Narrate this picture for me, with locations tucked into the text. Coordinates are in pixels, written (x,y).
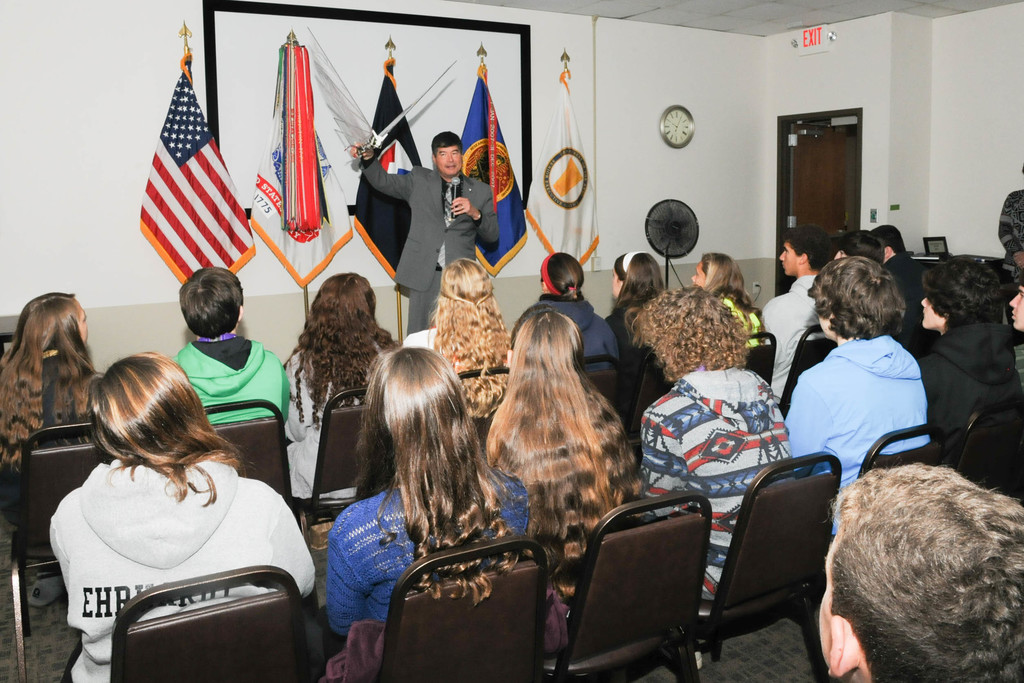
In this picture I can see group of people (470,507) sitting on the chairs (318,452), there is a person (460,231) standing and holding a sword (408,112) and a mike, there is a table fan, there is a board (525,58) and a clock (677,106) attached to the wall (729,104), flags (191,251) with the poles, there is a door (828,170) and some other items (967,255).
